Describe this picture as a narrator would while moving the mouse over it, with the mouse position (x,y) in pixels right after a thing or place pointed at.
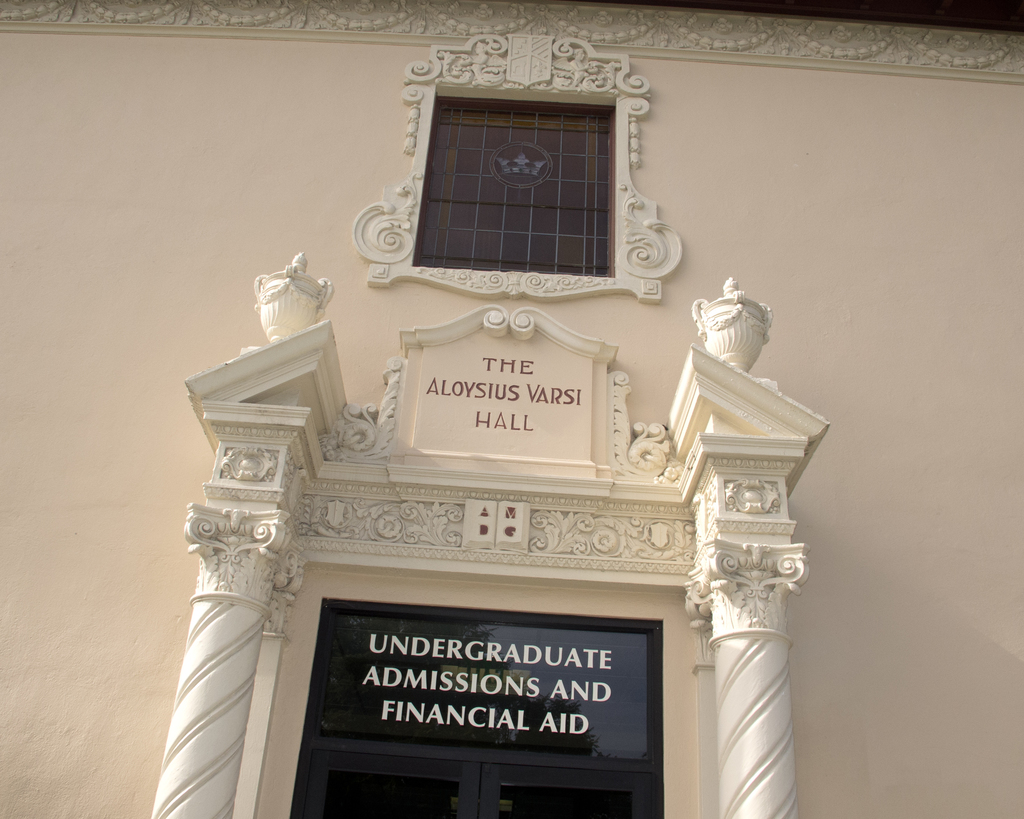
In this picture we can observe two pillars (222,603) on either sides of this black color door (537,694). We can observe some white color words (433,717) on this glass door (544,647). We can observe a window (469,190) here. The wall (177,194) is in cream color.
